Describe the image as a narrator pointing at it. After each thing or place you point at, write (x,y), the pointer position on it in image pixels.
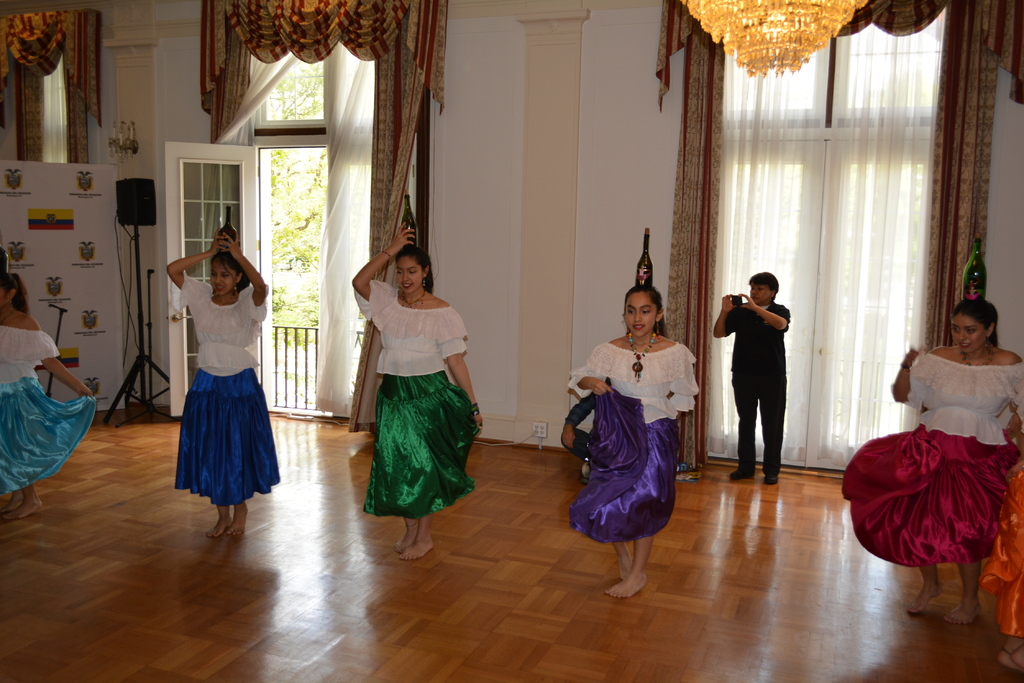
In this picture I can see there are few people (971,409) dancing and they are wearing skirts (907,441) and holding bottles (646,259) on their heads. There is a wall (164,326) and a doors (197,224) with curtains (333,298).
